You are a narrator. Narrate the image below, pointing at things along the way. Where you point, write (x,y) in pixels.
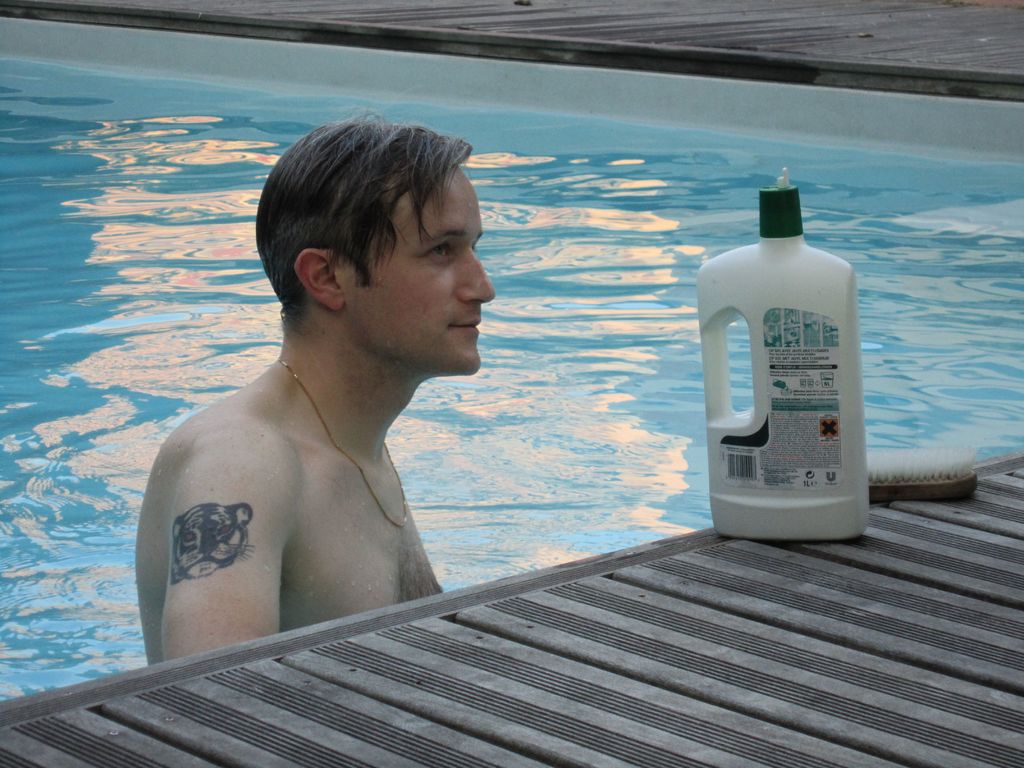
In this image there is a man (367,397) in the swimming pool (477,408). On the right (774,532) there is a bottle (791,477) and a brush (920,474) placed on the floor (602,683).
